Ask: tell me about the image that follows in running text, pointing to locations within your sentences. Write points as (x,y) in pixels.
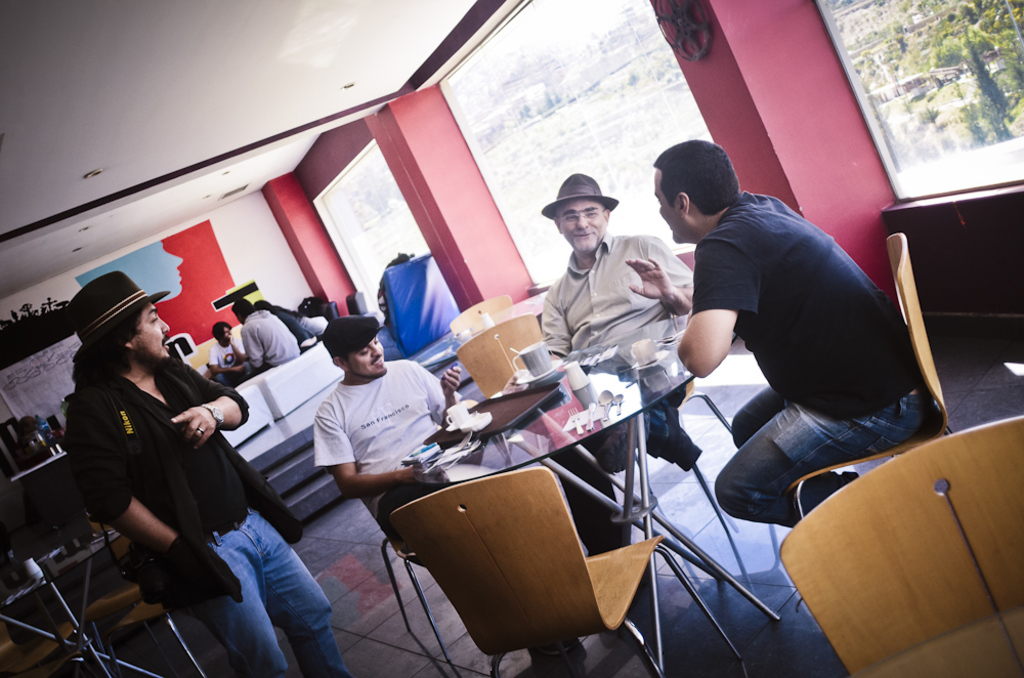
This image is taken inside a room (849,182). In this image there are few people (352,394). In the left side of the image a man (343,676) wearing a hat (105,326) is standing on the floor (349,661). In the right side of the image (868,427) a man (740,308) is sitting on a chair (912,306). In the middle of the table (659,342) there were few things (504,408) on it and two men (596,267) are sitting on a chairs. At the top of the image (182,130) there is a roof (74,57).
